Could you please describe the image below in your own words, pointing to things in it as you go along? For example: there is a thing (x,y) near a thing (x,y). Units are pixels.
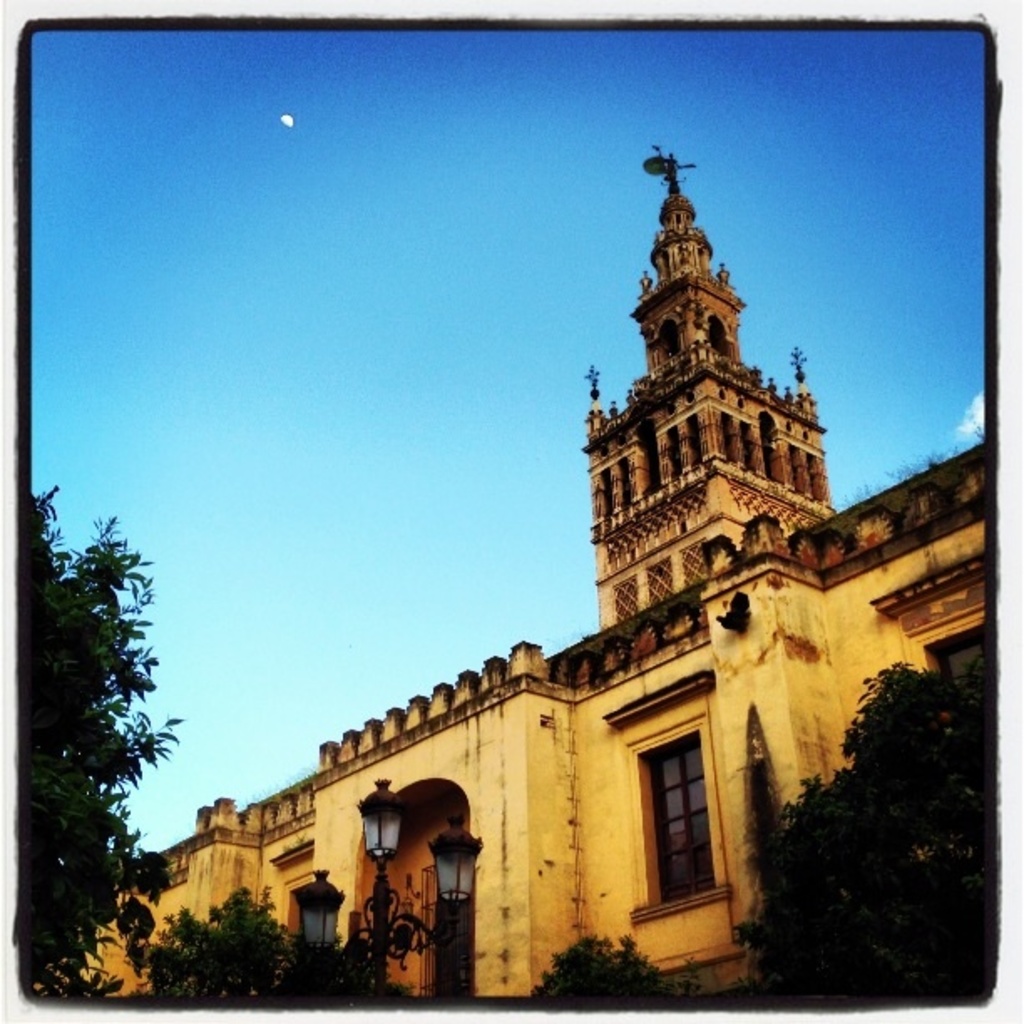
This is an edited picture. I can see trees (966,874), lights (377,975), there is a building (506,931), and in the background (336,135) there is sky (325,230).
